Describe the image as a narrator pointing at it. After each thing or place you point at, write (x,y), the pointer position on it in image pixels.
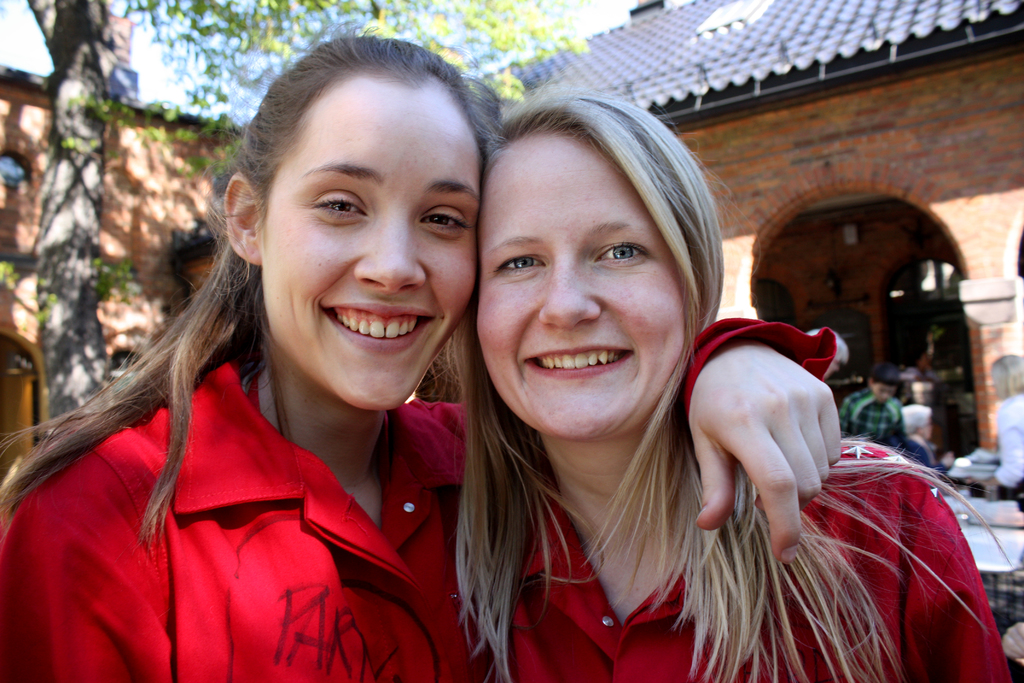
In the picture we can see two women (815,544) are standing together and smiling, they are in red shirts (192,519) and behind them, we can see a tree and behind it, we can see some house building (32,280) under it we can see some person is standing near it and on the top of the house (134,87) we can see a part of the sky (20,15).
